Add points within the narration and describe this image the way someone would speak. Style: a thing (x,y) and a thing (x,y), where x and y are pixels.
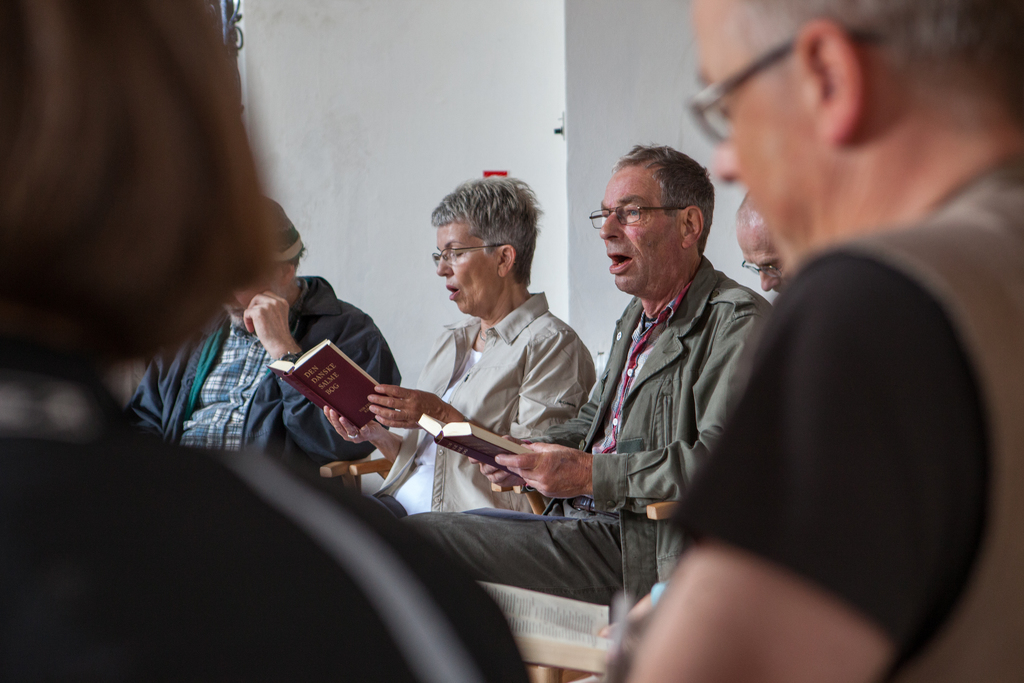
There are many people (662,497) sitting. Some are wearing specs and holding book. In the background (461,92) there is wall (460,94).
